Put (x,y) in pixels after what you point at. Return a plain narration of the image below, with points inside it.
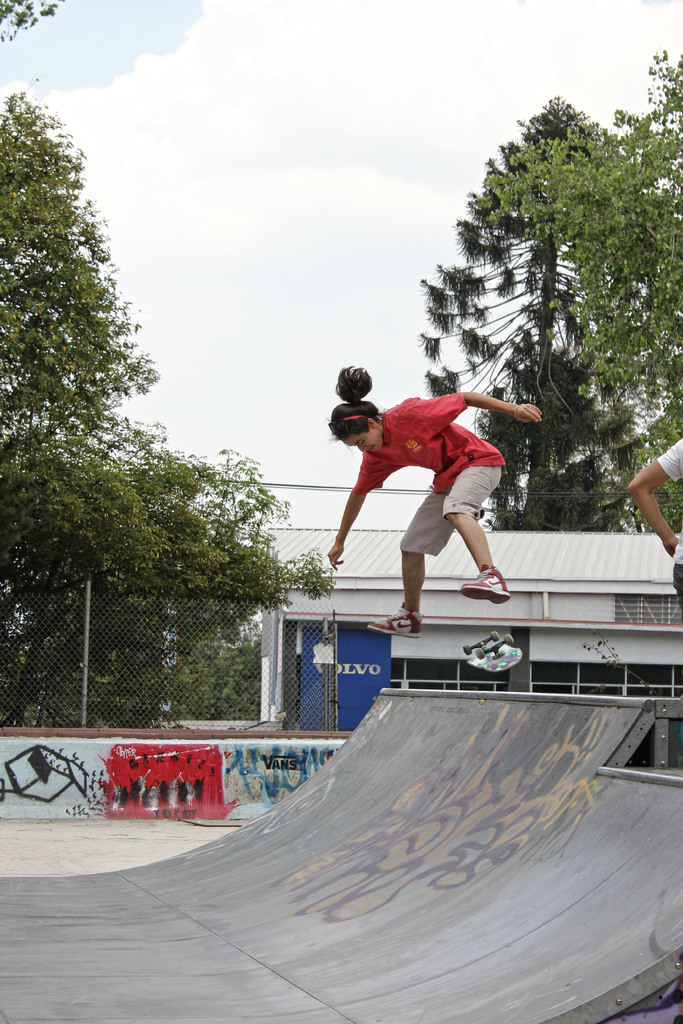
In this image we can see a person (440,494) jumping on the skating ramp (431,801) and there is a skating board (505,657), there is a fence (237,650) to the wall (169,740) and there are few trees (101,517), building (334,560) and the sky (340,164) with clouds (235,90) in the background (235,90).
